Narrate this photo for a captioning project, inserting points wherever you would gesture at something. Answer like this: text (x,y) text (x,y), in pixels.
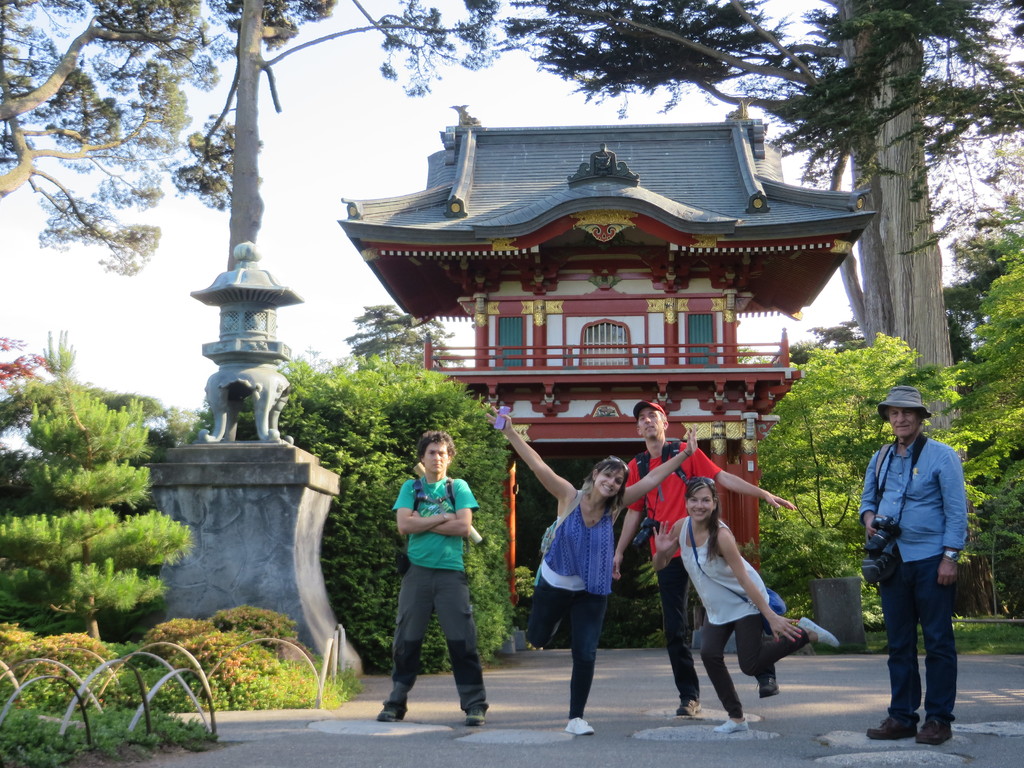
In the center of the image (671,509) we can see persons (661,552) standing on the road (793,732). In the background (594,218) we can see building (387,270), pillar (234,298), trees (49,487) and sky (211,220).
